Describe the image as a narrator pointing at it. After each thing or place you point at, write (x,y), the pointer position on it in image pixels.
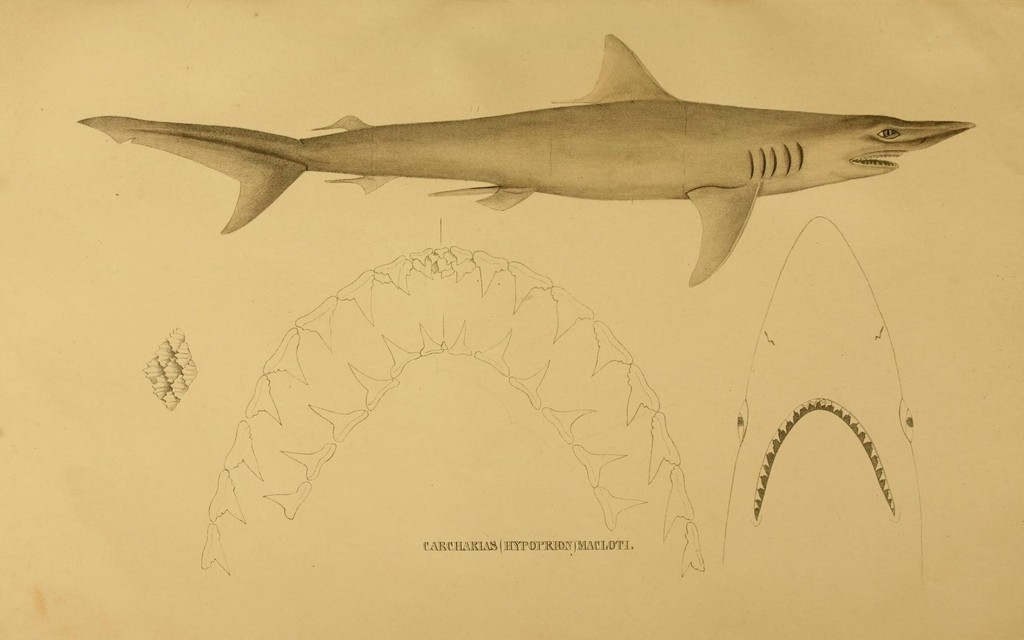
In this image we can see depiction of shark (463,148).
